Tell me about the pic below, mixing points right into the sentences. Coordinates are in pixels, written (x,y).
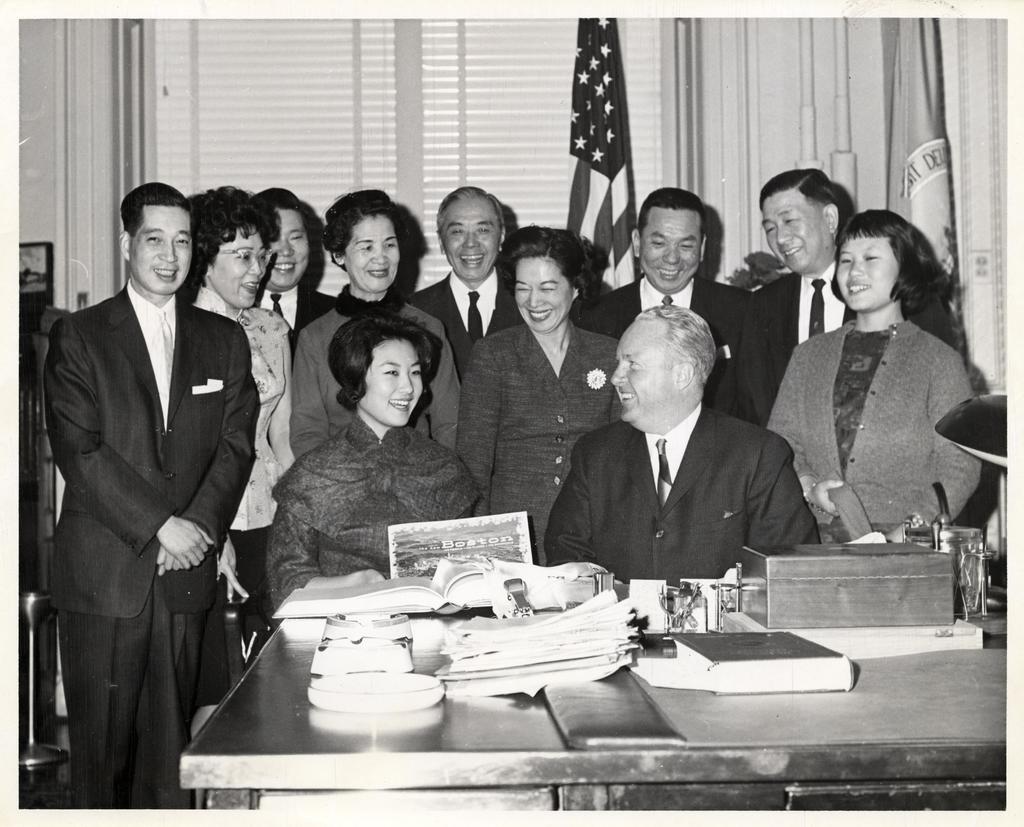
In this picture we can see a group of people (181,441), they are smiling, in front of them we can see a table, on this table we can see a box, books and some objects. In the background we can see flags (912,74), windows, curtains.
